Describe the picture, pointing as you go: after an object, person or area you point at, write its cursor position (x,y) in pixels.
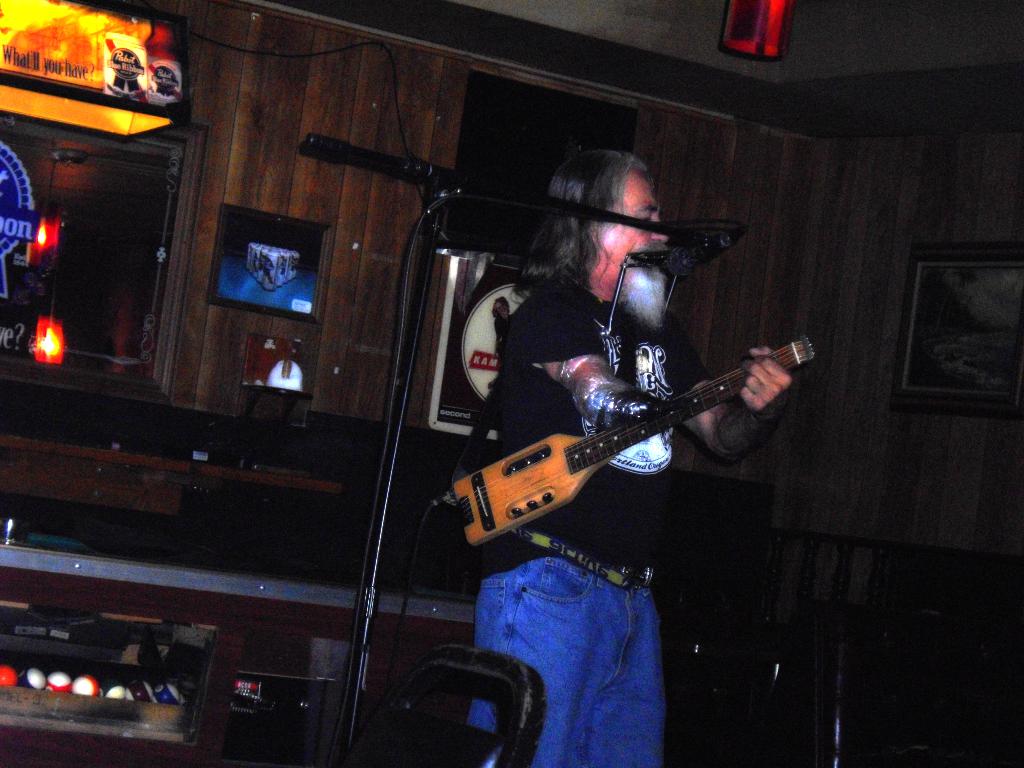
Here in this picture we can see a man (630,463) playing guitar (706,404). He is wearing a black t-shirt (532,407) and a blue jeans (577,640). In front of his mouth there is mike (676,265). Behind him there is a wooden wall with poster (472,320) on it. And to the right corner (965,273) we can see a frame (967,373) on the wooden wall (877,321). To the left corner (190,588) we can see a table (199,559). Under the table (182,687) we can see some color balls (78,686).
